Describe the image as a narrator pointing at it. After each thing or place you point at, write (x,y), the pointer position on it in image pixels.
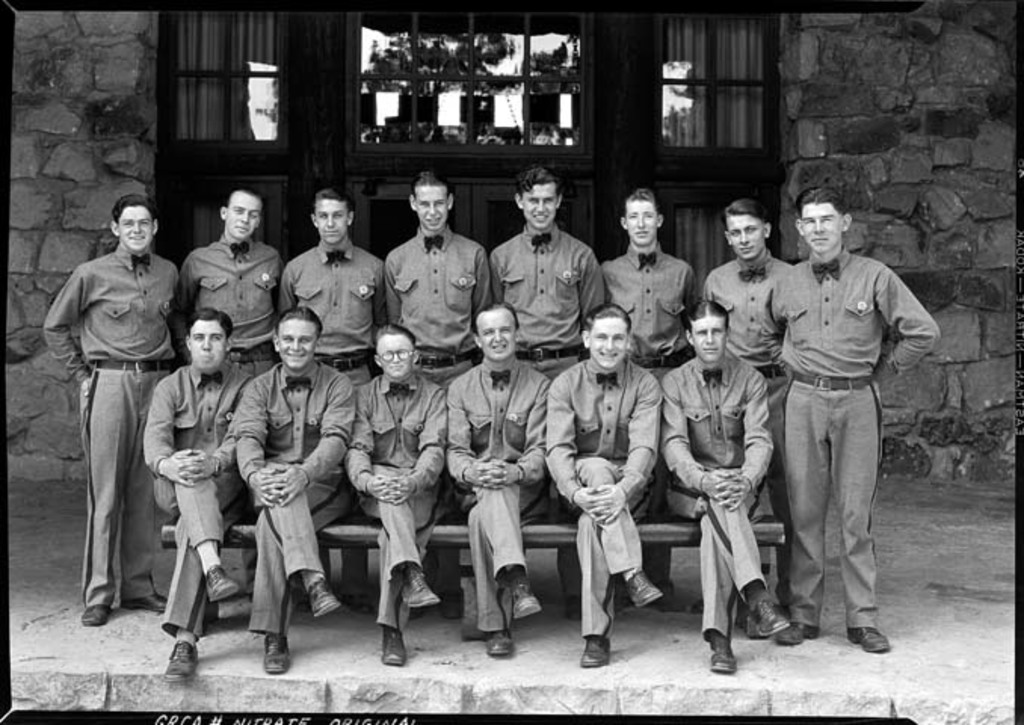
This is a black and white image. We can see some people (299,399) are sitting on a bench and some people (221,273) are standing on the ground (333,624). Behind the people (288,303), there is a door (291,187) and the wall (906,193). At the bottom of the image (266,723), it is written something.
